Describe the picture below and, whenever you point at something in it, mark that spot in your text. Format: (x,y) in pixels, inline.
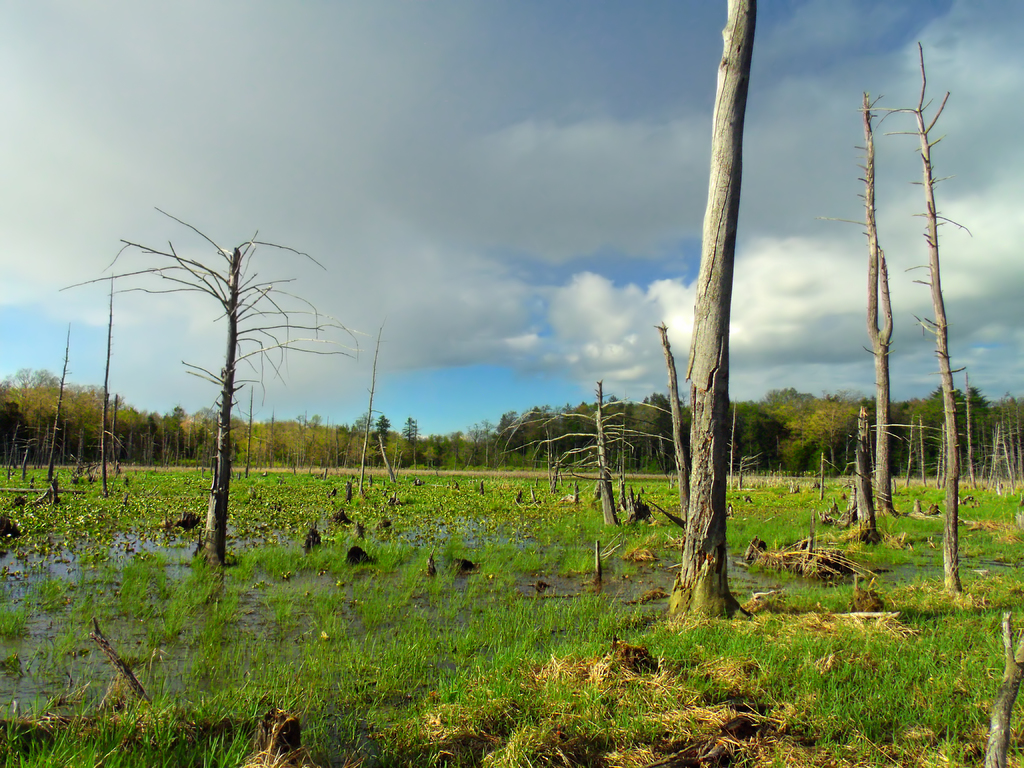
In this image there is grass (394,606) on the surface (308,507) and there are dried trees (224,524), with branches (389,459) in the background of the image (572,431) there are trees (805,455), at the top of the image (501,213) there are clouds (471,224) in the sky (497,152).
